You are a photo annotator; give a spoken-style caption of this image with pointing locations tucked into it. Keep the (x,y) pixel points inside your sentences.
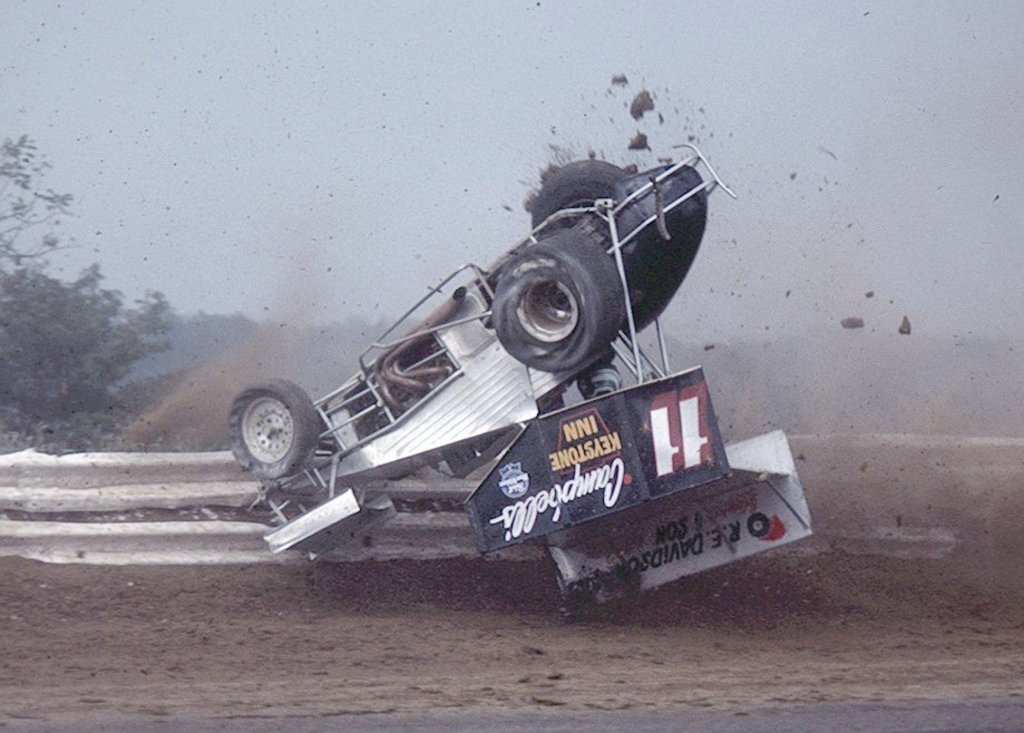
This image consists of a car (246,439). It looks like an accident. At the bottom (65,662), there is a road (712,702). In the front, we can see a fencing (430,492) in white color. In the background (34,224), there are trees (5,376). At the top (303,54), there is sky (296,43).
